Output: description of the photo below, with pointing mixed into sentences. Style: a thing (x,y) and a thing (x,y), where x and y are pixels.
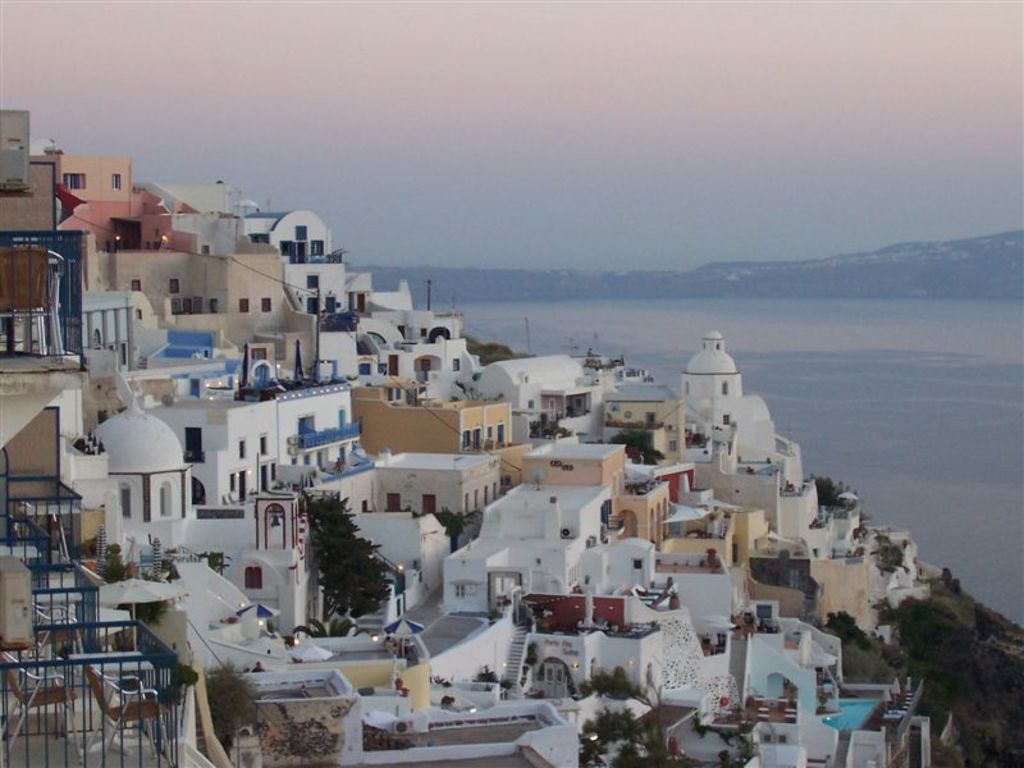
As we can see in the image there are buildings (438,428), stairs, trees (335,589) and plants (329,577). There is water (757,380) and in the background (625,278) there are hills (625,278). At the top (507,62) there is sky (491,46).
